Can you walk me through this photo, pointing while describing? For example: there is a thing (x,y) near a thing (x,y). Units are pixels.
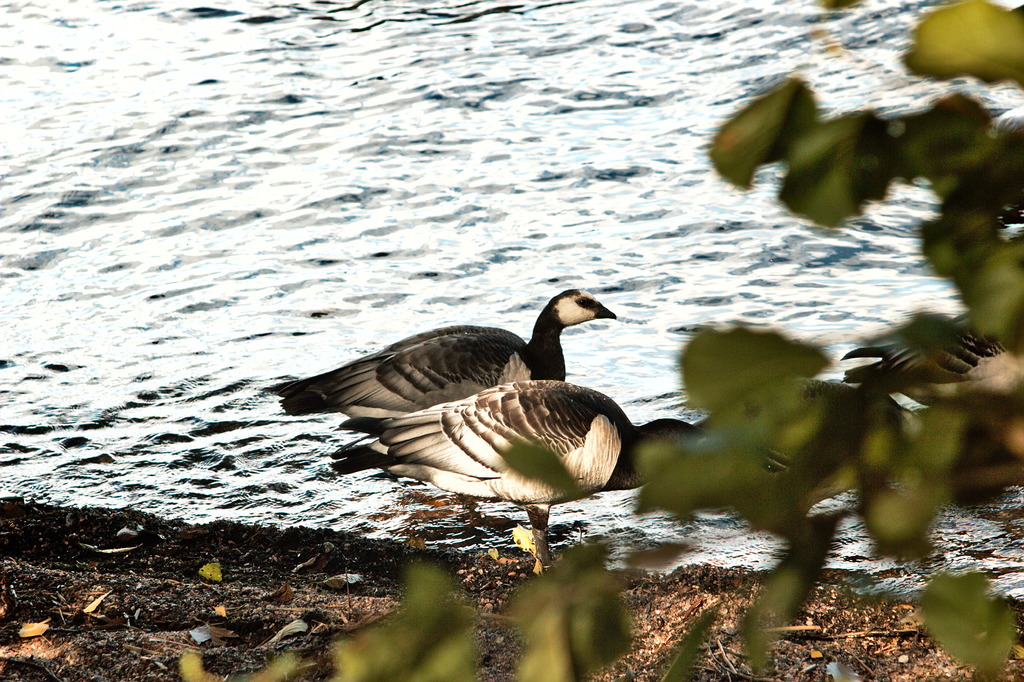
In the center of the image (437,427) there are two birds (473,430) in the river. On the right side of the image (1006,43) there is a tree (771,505). In the background (460,145) there is a water (225,157).
